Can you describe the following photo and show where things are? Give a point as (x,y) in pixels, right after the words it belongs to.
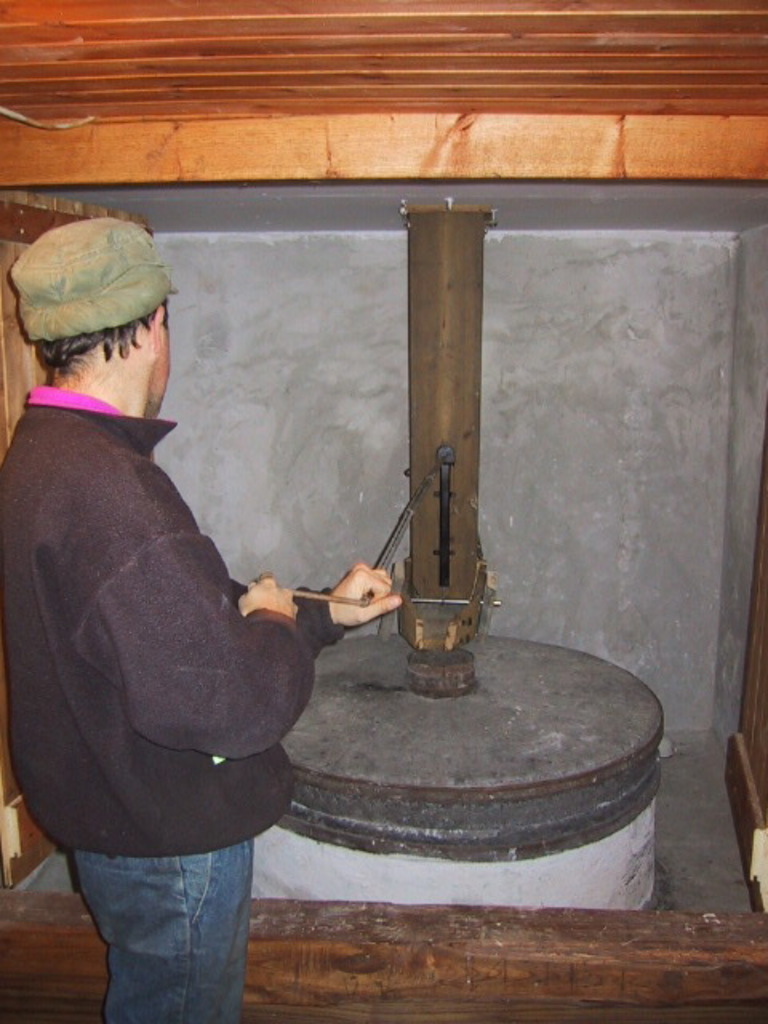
In this image we can see a person (128,680) wearing black color jacket (161,714), blue color jeans (155,878) standing and pulling some object (378,563) which is in the background of the image (412,475) and there is a wall (390,414).
